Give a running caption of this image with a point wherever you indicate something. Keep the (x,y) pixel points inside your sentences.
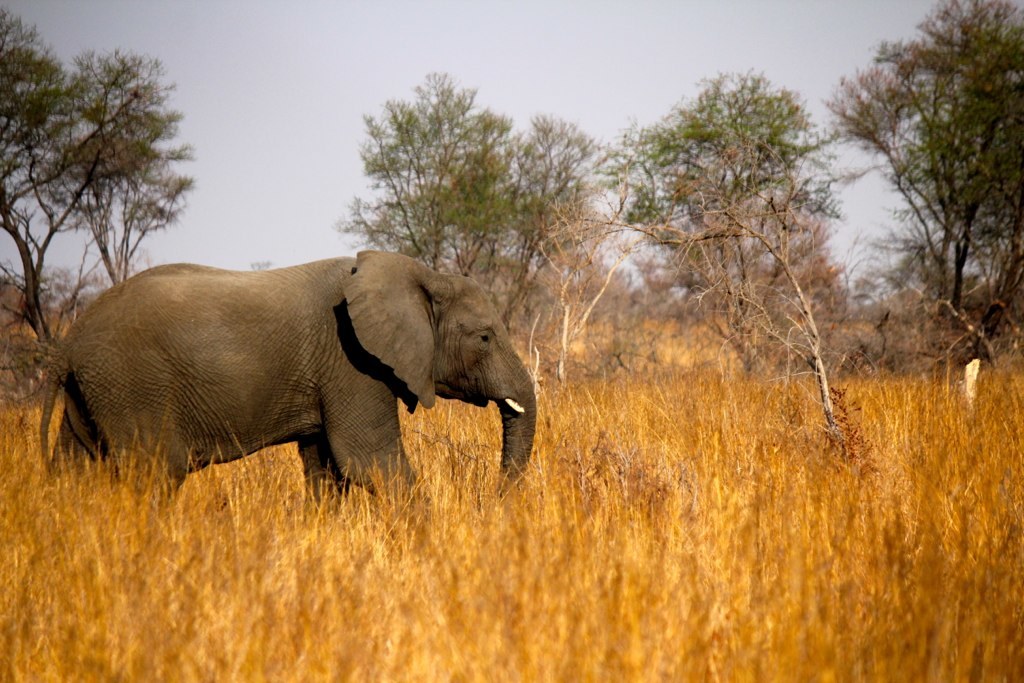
In this picture we can see an elephant (330,299) in the grass (690,520). And these are the trees (662,155). On the background (456,75) we can see the sky (580,68).
